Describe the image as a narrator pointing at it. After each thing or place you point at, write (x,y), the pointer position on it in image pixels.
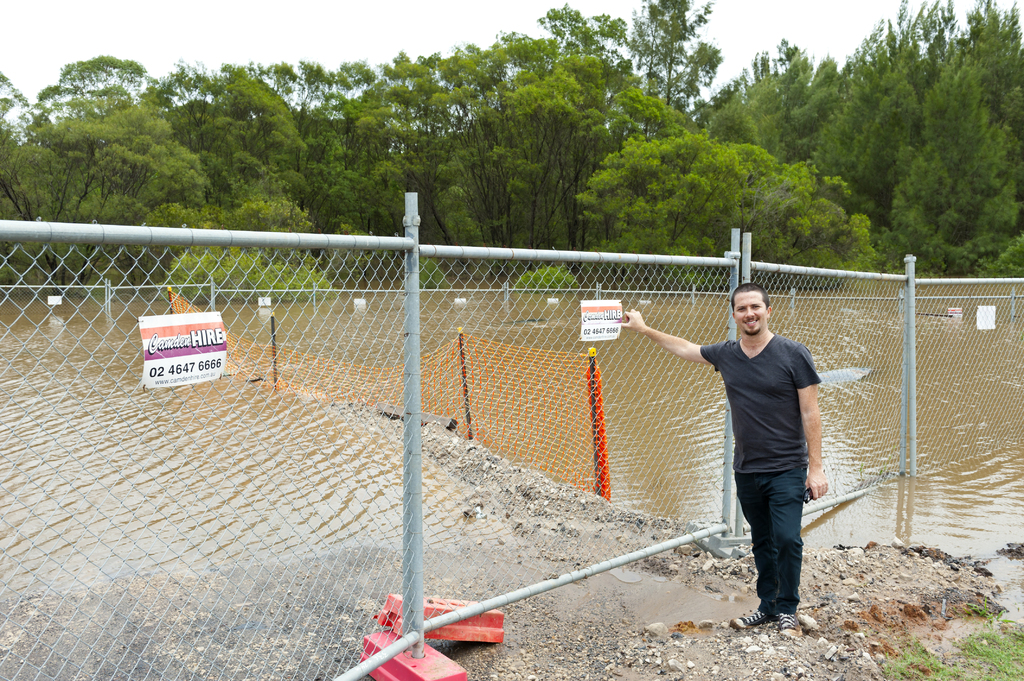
There is a mesh fencing (515,374) with poles (418,240). On that there are some posters (169,359). Near to that a person (733,401) is standing. In the back (638,363) there is water (873,381), trees (491,164) and sky (322,39).
